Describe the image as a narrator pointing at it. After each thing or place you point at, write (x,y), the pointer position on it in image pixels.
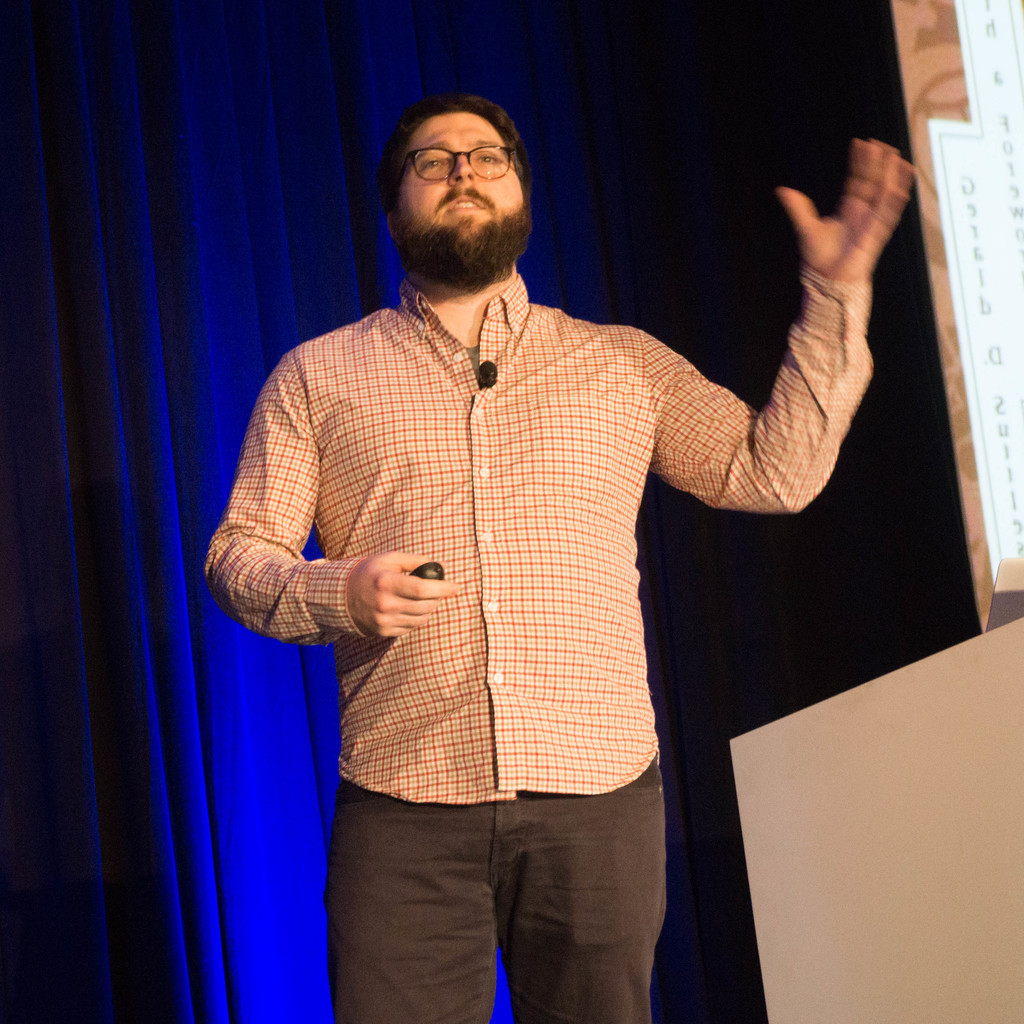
In this image we can see a man (459,524) wearing specs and he is holding something in the hand (389,589). In the back (201,276) there is curtain (262,651). On the right side (999,204) there is a board (928,156) with text (980,201).
